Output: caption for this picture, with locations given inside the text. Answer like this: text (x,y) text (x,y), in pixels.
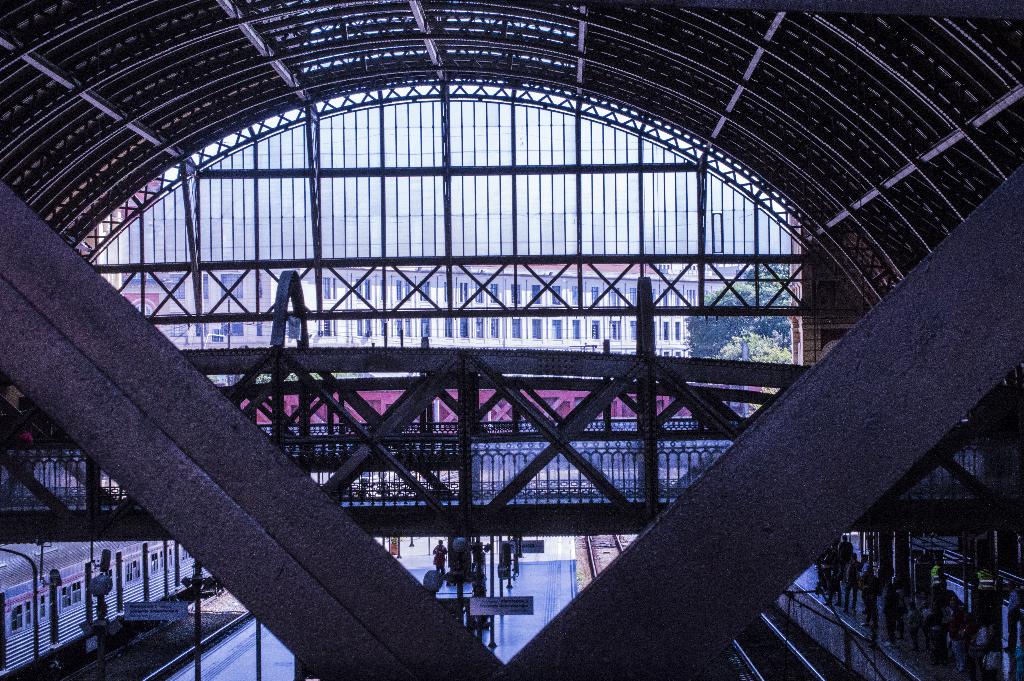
In this image we can see a bridge (427,501). In the foreground (319,614) we can see the metal objects (600,609). In the bottom left (21,623) there is a train (27,610). At the bottom (36,597) we can see the poles (465,568) and a person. In the bottom right (913,604) we can see a group of persons (901,596) on the platforms (925,662). Behind the bridge (467,392) we can see a building (339,286) and trees (714,332). At the top (703,83) we can see the roof (407,82).
